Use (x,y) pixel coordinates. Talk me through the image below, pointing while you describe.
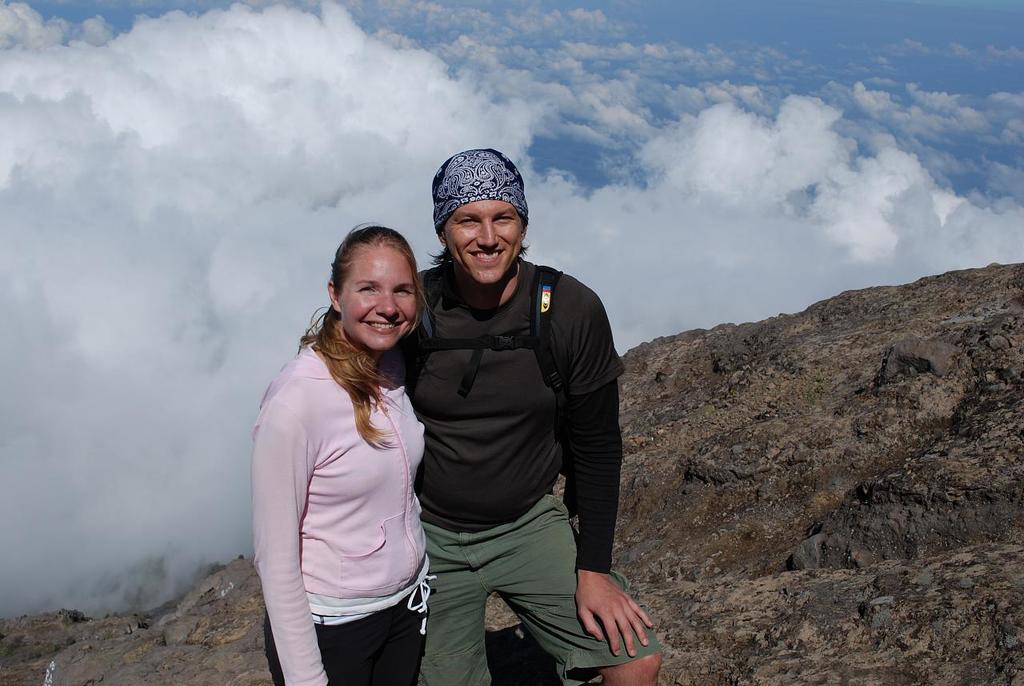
There is a couple (372,357) in the picture. The right side one is man (459,459) and the left side (334,534) one is a woman (345,503). The man (514,407) is wearing a bag (533,299) on his shoulder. And he is wearing a T shirt (471,436) and a short (528,581). Both are having a smiles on their faces (500,269). Woman (358,473) is wearing a jacket (342,472). There is a cloth (451,197) around his head (470,208). Both are posing for a picture. They are at higher altitude. Behind them we can observe a lot of clouds (299,275) all over the sky (710,25). And in the background (790,34) we can observe a sky (723,19) too.
